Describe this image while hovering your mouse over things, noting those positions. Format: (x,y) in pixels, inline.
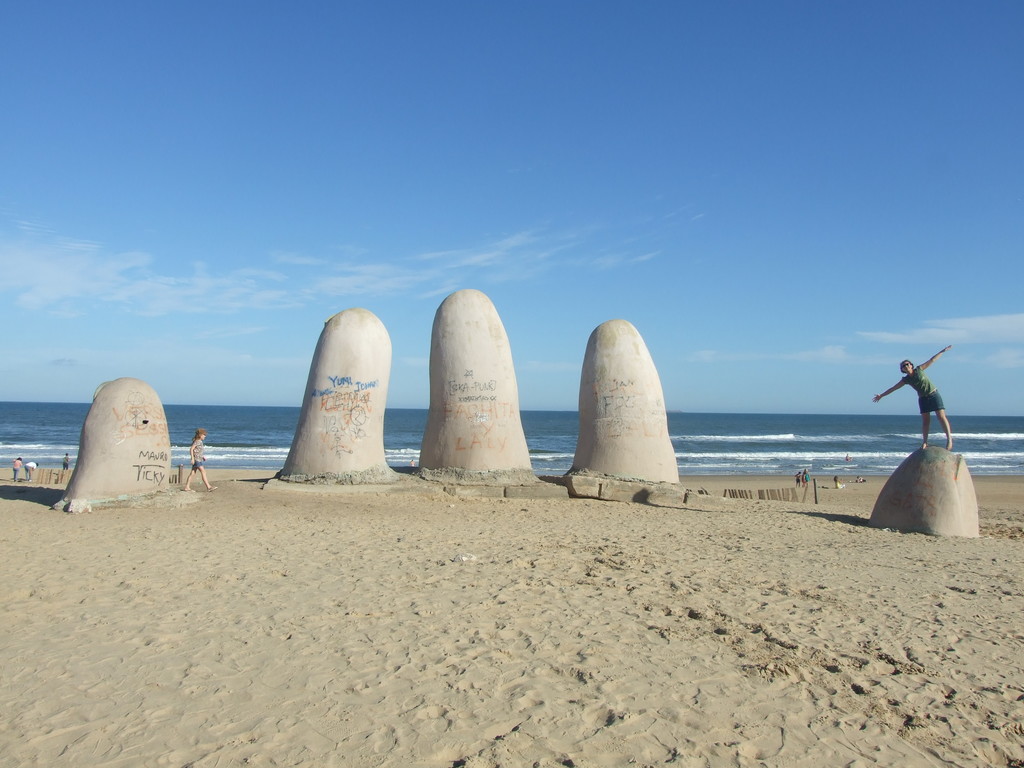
In this image we can see a few big stones (670,479), few people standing and walking on the sand (318,619), behind we can see water (560,424) and a few clouds (538,241) in the sky (27,29).
